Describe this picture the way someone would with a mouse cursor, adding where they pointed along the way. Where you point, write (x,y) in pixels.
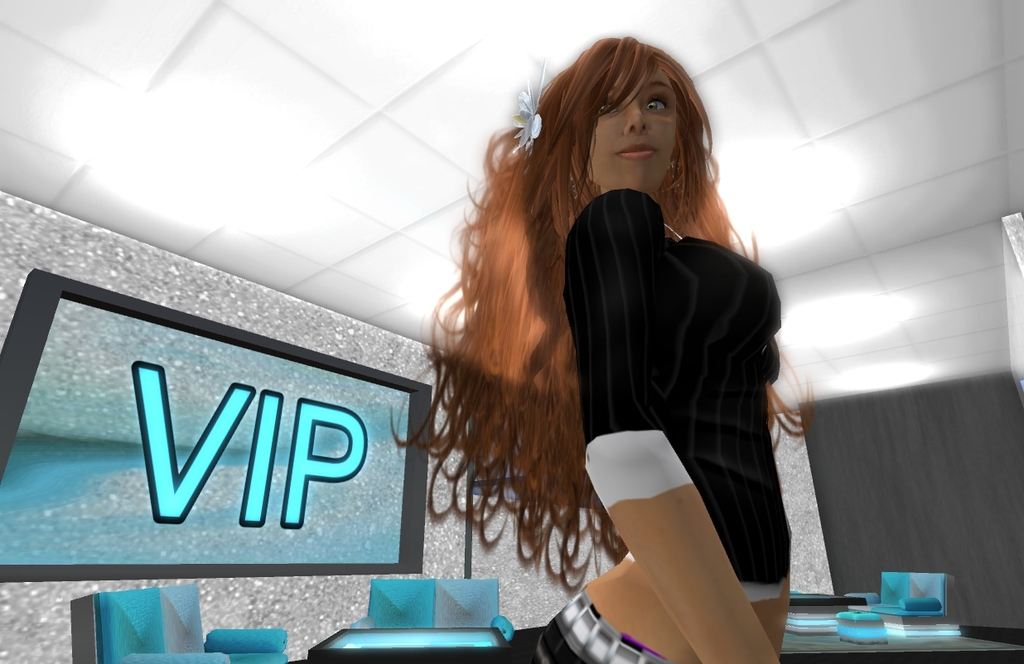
It is an animated image. In this image I can see a girl (648,393), television (39,297), wall (216,597), chairs (433,601), tables (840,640), ceiling (336,139) and objects (840,624). Something is written on the screen (201,456).
